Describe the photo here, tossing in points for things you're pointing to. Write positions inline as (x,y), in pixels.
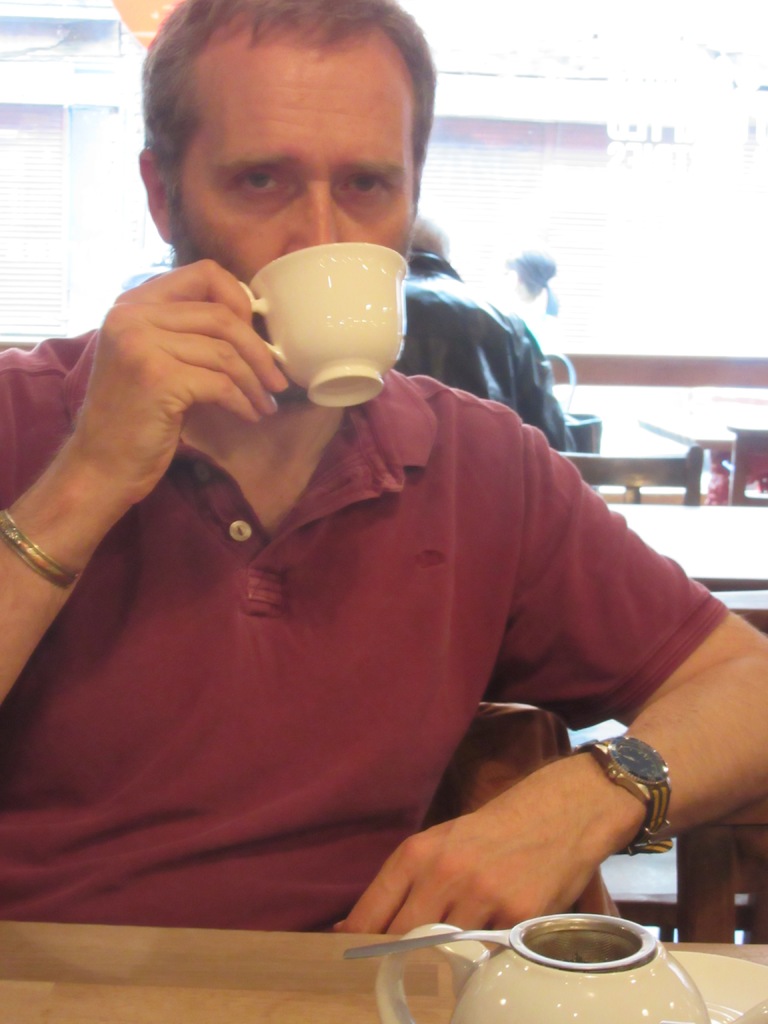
In the center of the image (335,673) there is a man (329,659) sitting and holding a cup (349,400) in his hand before him there is a table (426,989) and a teapot (669,1003) placed on the table (290,990).
